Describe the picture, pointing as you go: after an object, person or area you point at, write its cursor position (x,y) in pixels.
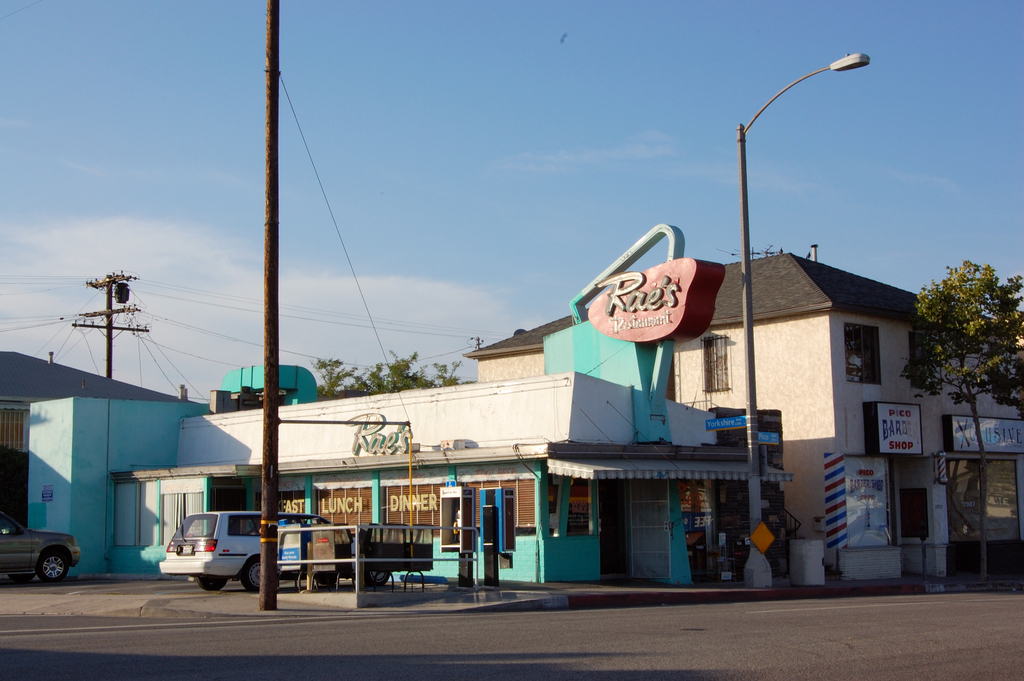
In the center of the image (669,231) we can see buildings (926,562). There are cars (202,530). There are electric poles (260,581). There is a street light (753,546). There are trees (978,395). At the bottom of the image (493,652) there is road (615,661).
